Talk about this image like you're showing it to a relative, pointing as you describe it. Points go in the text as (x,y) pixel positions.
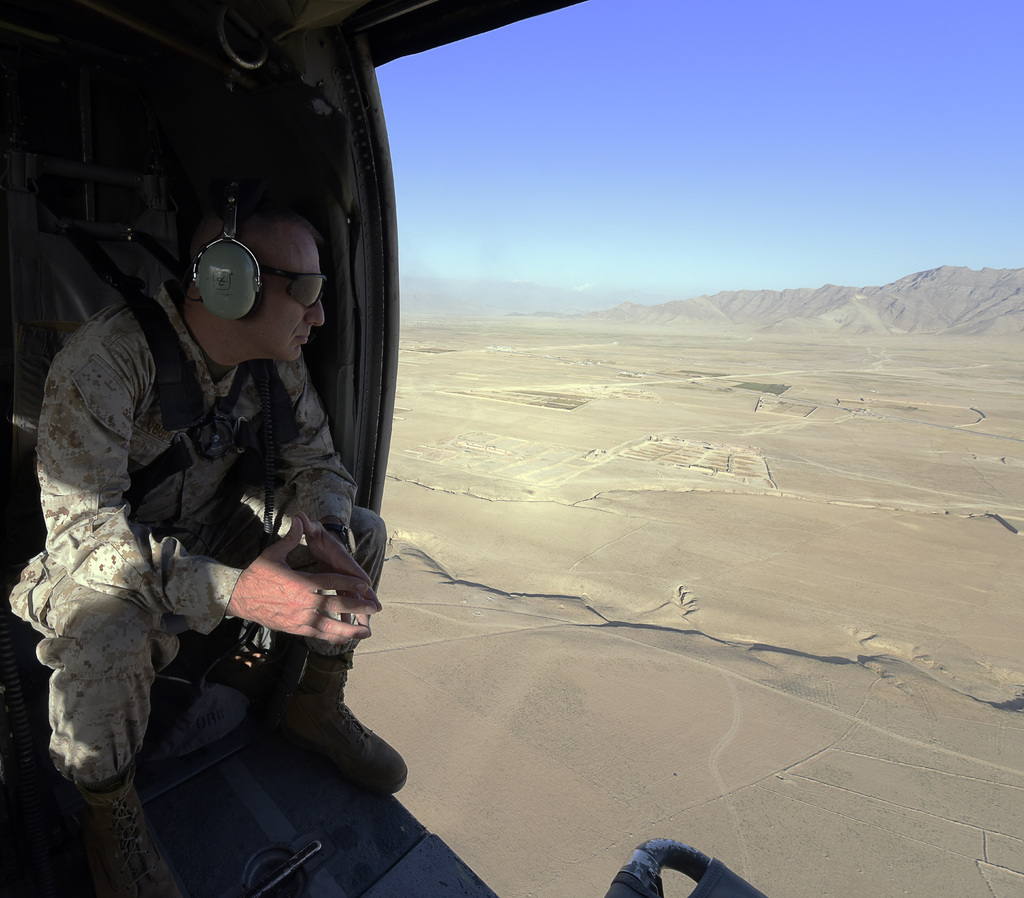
On the left side of the image (64,594) there is a person (237,450), headset (257,295), goggles (262,271) and objects (14,512). Person (110,863) wore headset (247,272) and goggles (322,285). On the right side of the image (854,869) there is sand (884,434), hills (891,282) and sky (830,215).
